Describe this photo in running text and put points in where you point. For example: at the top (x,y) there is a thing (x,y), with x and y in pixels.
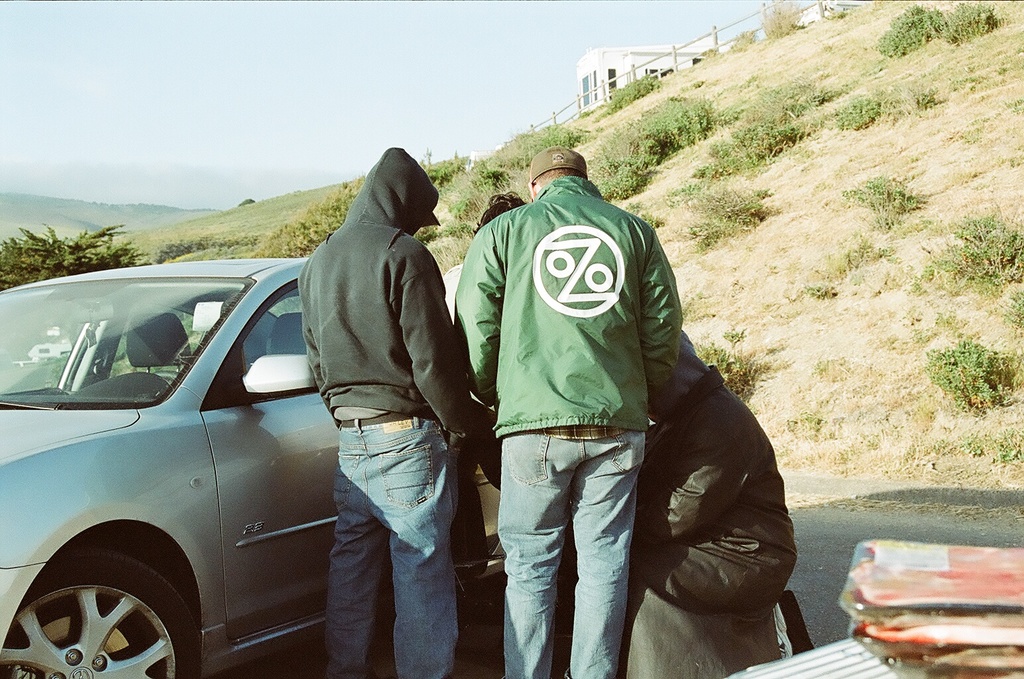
In the image there are few people (388,449). In front of them there is a car (223,391). In the bottom right corner of the image (852,582) there are few items (852,582). In the background (866,261) there is a hill (749,151) with grass (683,246). On the top of the hill (735,44) there is a railing (718,44). Behind the railing (605,89) there is a building (593,86) with glass windows (588,92). At the top of the image (221,103) there is sky (142,87). Behind the car (160,304) there is a tree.
